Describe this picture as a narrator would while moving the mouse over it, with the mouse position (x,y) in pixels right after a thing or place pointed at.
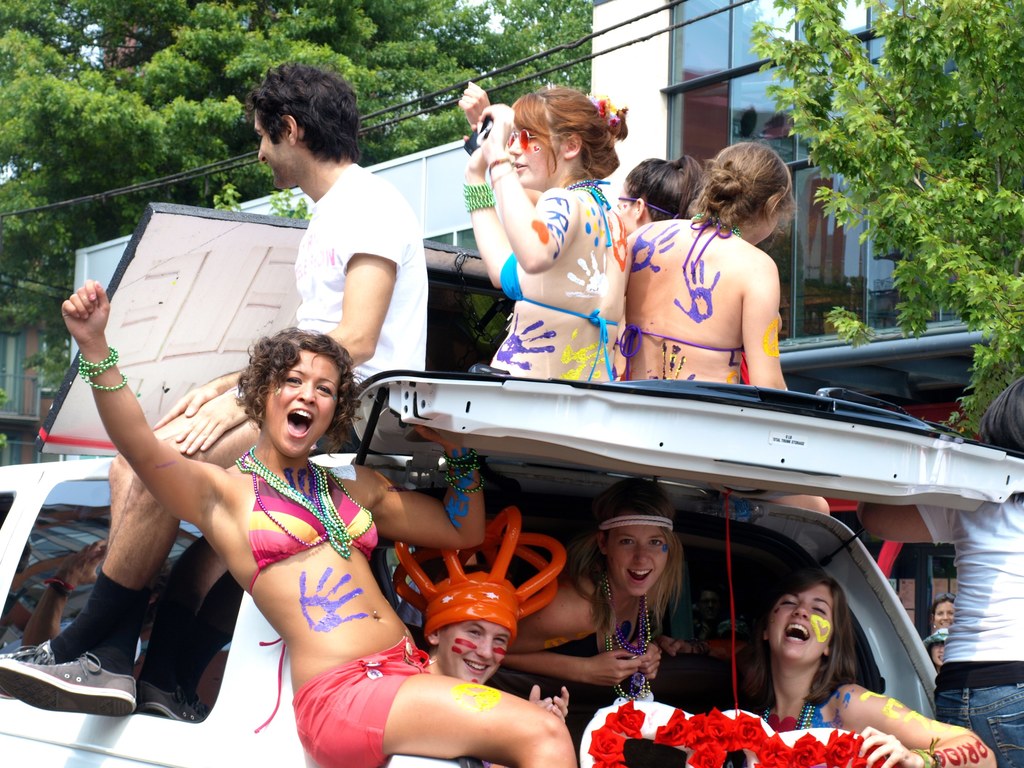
The image is outside of the city. In the image there are group of people (309,617) sitting on car (386,428), on right side (901,56) there are some trees (955,124) and also on left side (185,105) there are some trees (233,86) and a wire (665,10). In background (803,186) there is a building (634,56).
